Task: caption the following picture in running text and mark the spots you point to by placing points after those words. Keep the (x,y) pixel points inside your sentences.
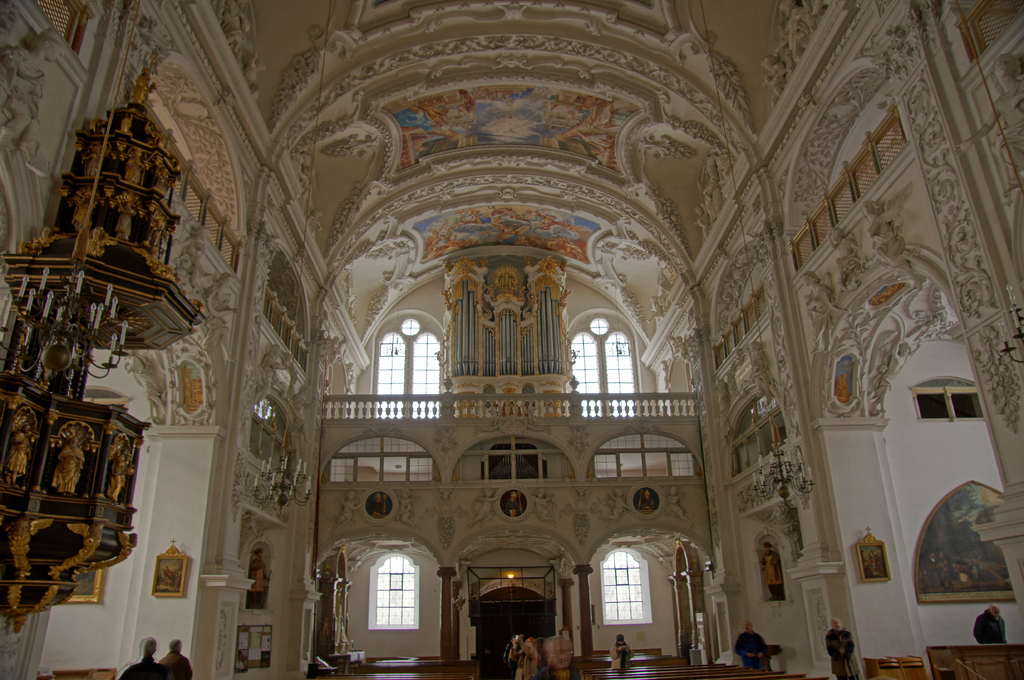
This image is inner view of a church (294,641). Here we can see candle stands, photo frames (158,594) on the wall (663,594), people (828,655) here and wooden benches (754,672).
